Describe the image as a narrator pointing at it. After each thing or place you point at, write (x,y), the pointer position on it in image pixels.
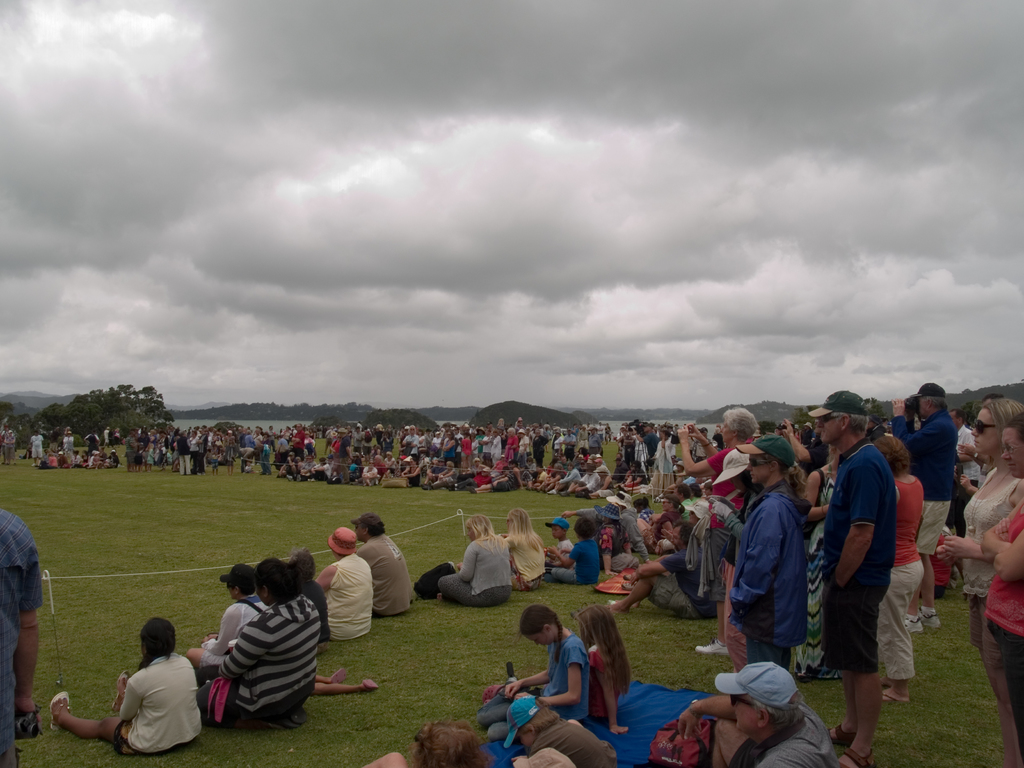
At the bottom of the image (502,551) we can see many people (472,570) sitting and some of them are standing. In the background (213,390) there is a river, hills (780,410) and sky (429,209).
